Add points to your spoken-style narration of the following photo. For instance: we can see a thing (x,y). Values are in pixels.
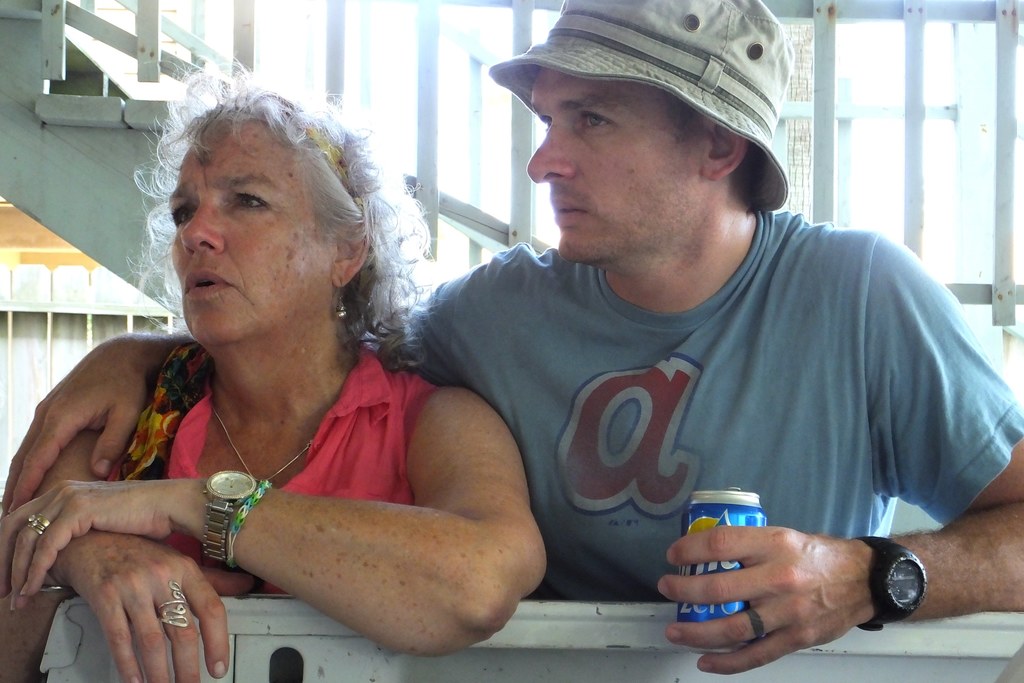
In this image we can see a man (806,532) standing and holding a tin (740,505), next to him there is a lady (279,474). In the background (485,231) there are stairs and we can see railings (434,226).
